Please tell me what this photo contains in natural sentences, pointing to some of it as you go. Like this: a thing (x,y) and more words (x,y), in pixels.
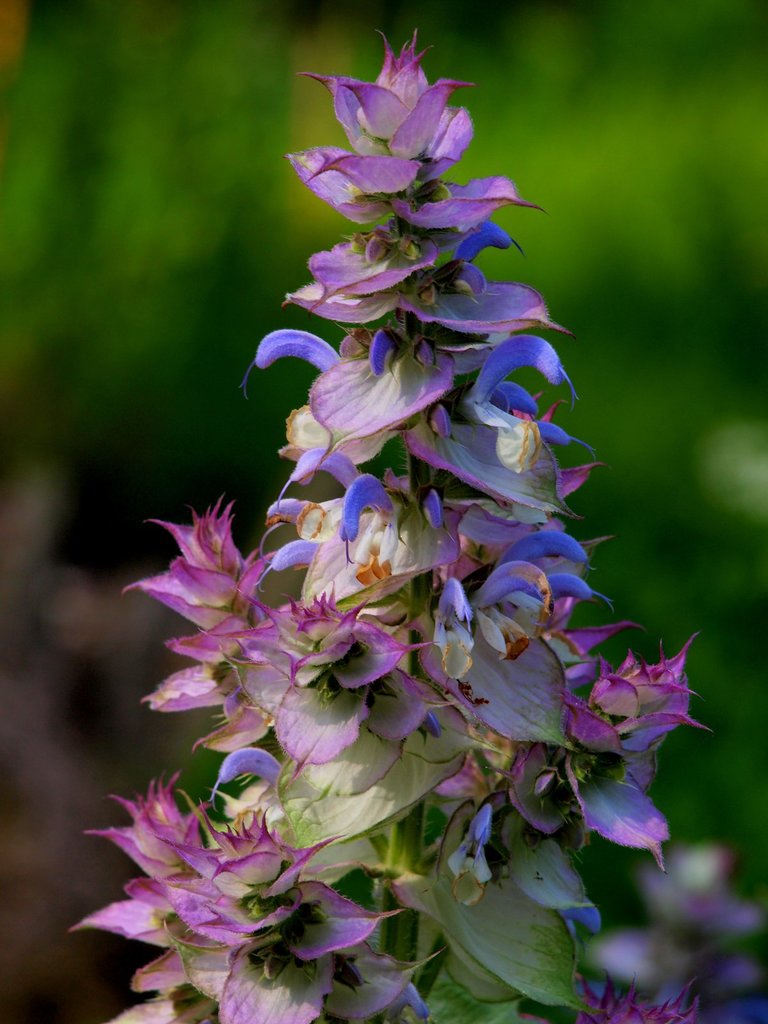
In the picture we can see some flowers (311,594) which are in different colors like pink, violet, yellow and white.
